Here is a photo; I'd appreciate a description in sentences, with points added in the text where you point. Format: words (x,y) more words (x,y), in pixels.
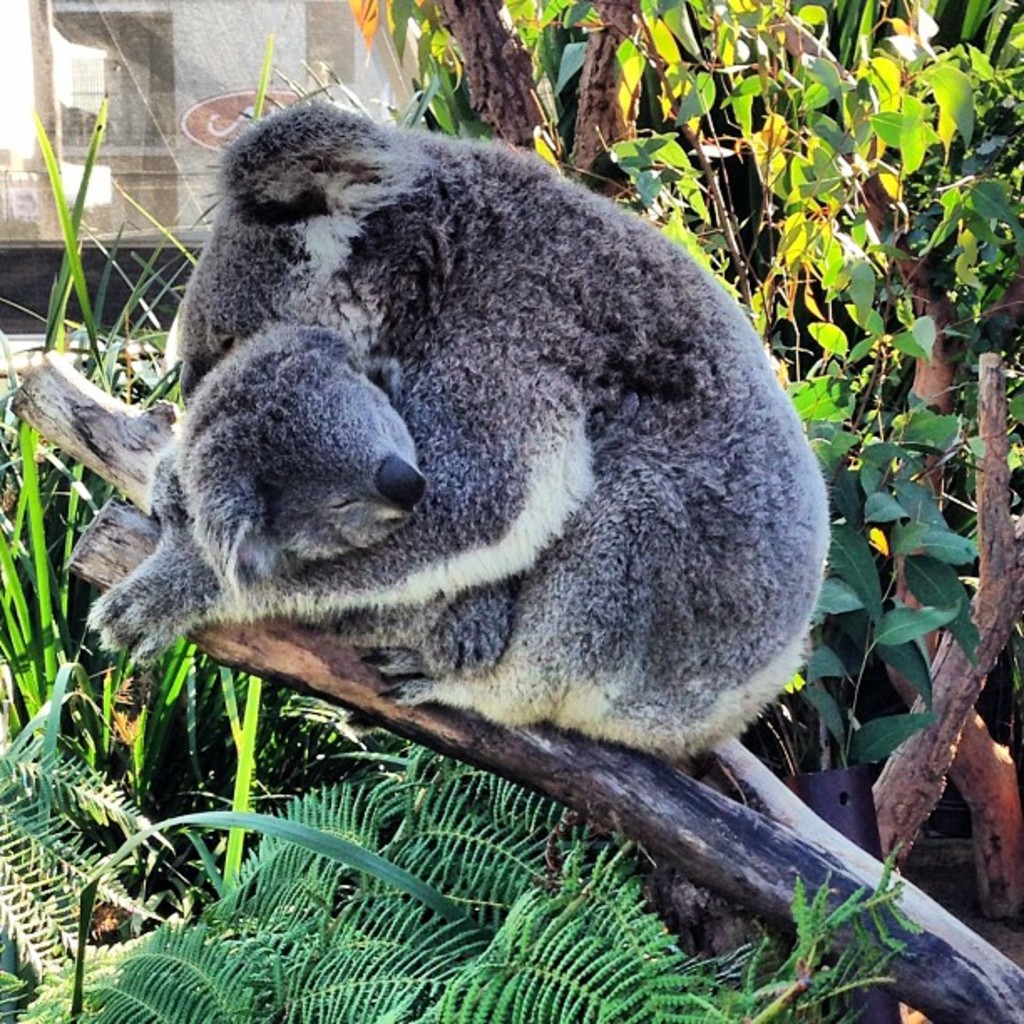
In this image we can see two animals (352,549) on the wooden log (664,810). In the background (924,815), we can see a group of trees (977,537), building (148,155) and sky (20,87).
